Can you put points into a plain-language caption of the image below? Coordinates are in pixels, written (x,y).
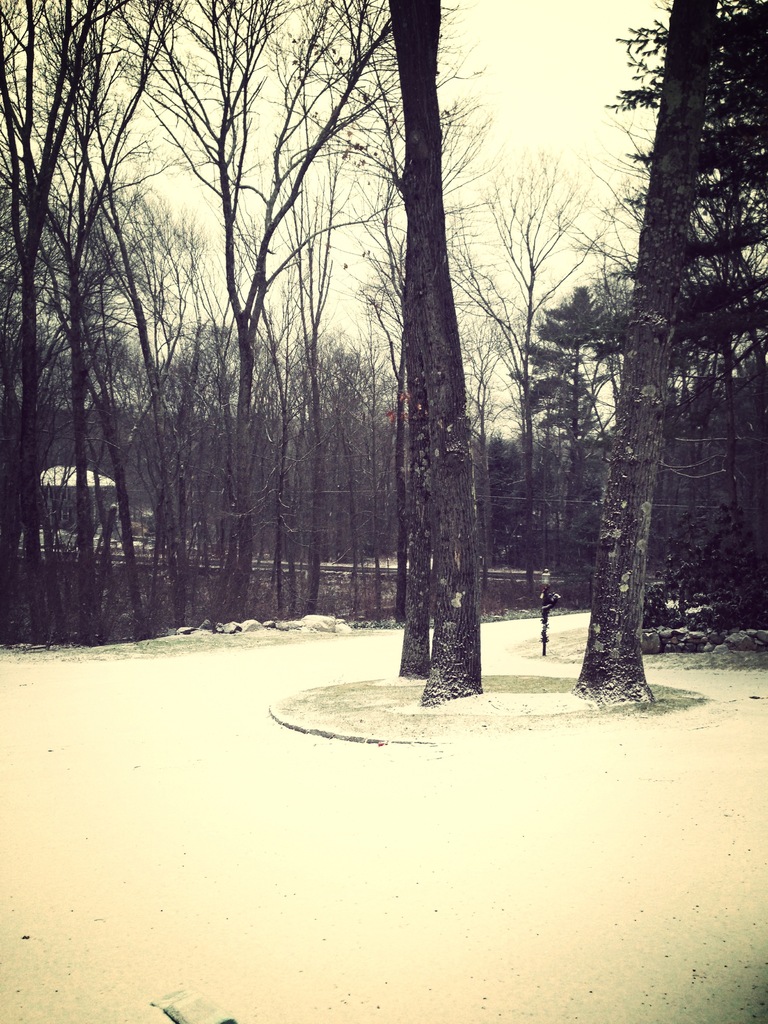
In this image there are so many trees (449,444) beside the ground (746,656) and small tent (71,500) in between them.
